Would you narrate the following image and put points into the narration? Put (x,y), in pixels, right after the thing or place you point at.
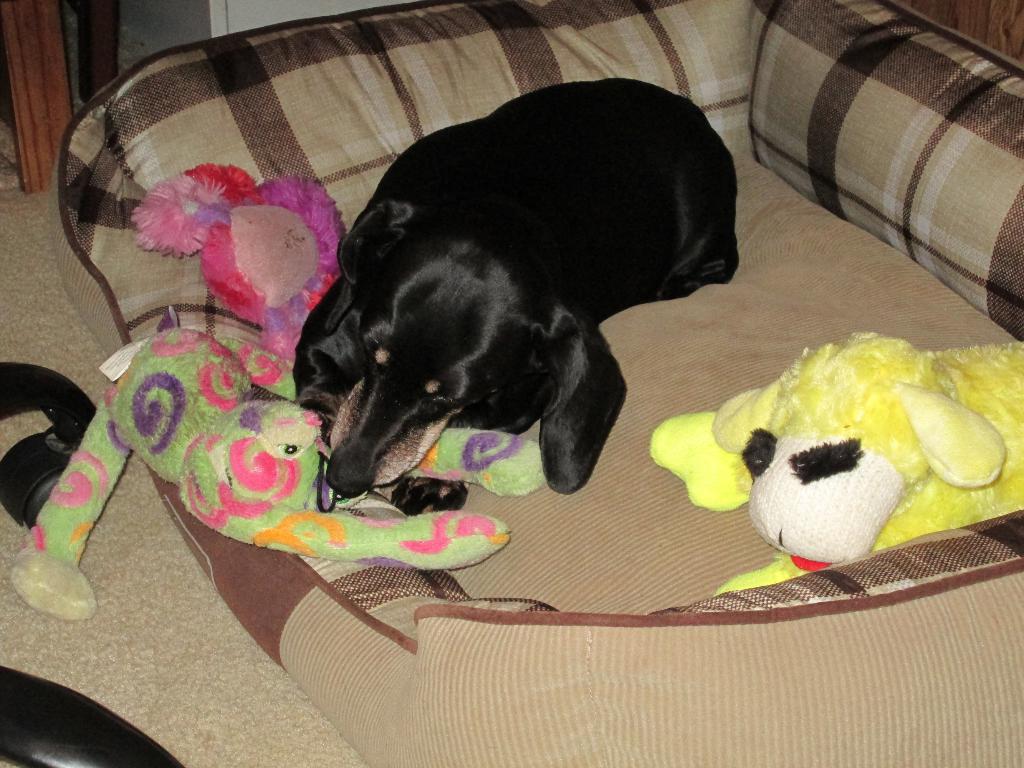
In this picture I can observe a black color dog (468,234) laying on the dog bed (800,176). There are some toys (270,279) on the dog bed (353,138). The dog bed (315,132) is in cream color. On the left side (18,185) I can observe cream color carpet (0,215).
